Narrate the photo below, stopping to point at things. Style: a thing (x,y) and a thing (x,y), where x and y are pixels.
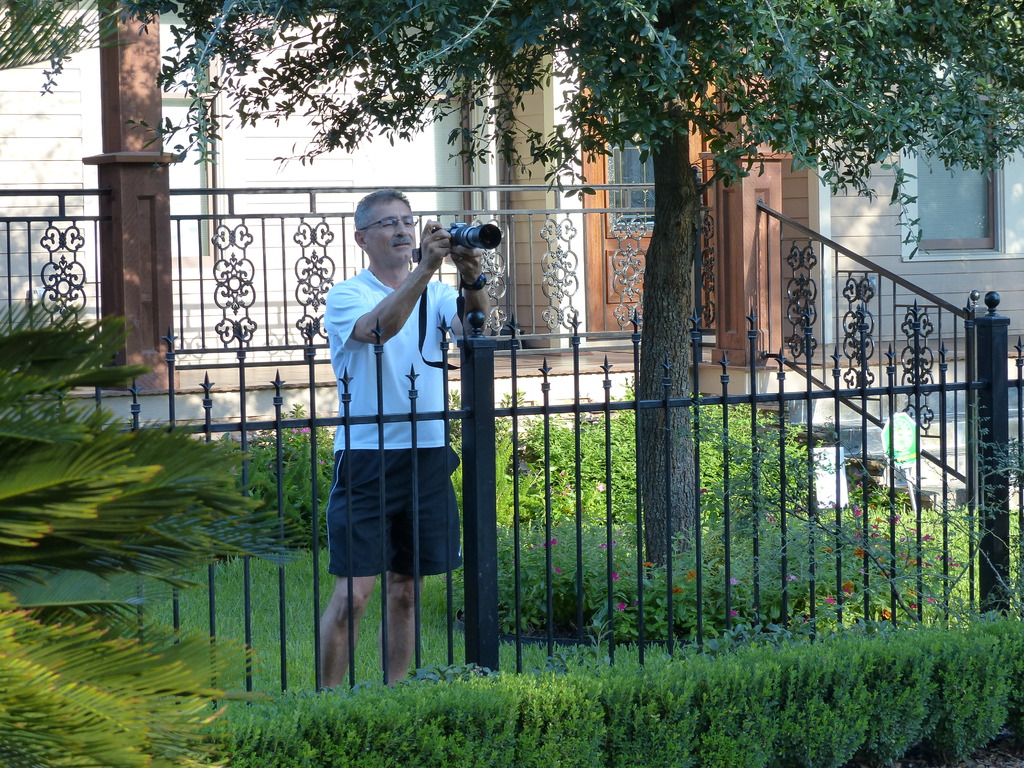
This man (358,548) is holding a camera (449,224) back side of this black fence (448,431). Here we can see plants (645,730) and grass (258,633). Building (856,209) with door (634,230) and window (957,214). In-front of this building (345,144) there is a pillar (152,81) and tree (630,139).
